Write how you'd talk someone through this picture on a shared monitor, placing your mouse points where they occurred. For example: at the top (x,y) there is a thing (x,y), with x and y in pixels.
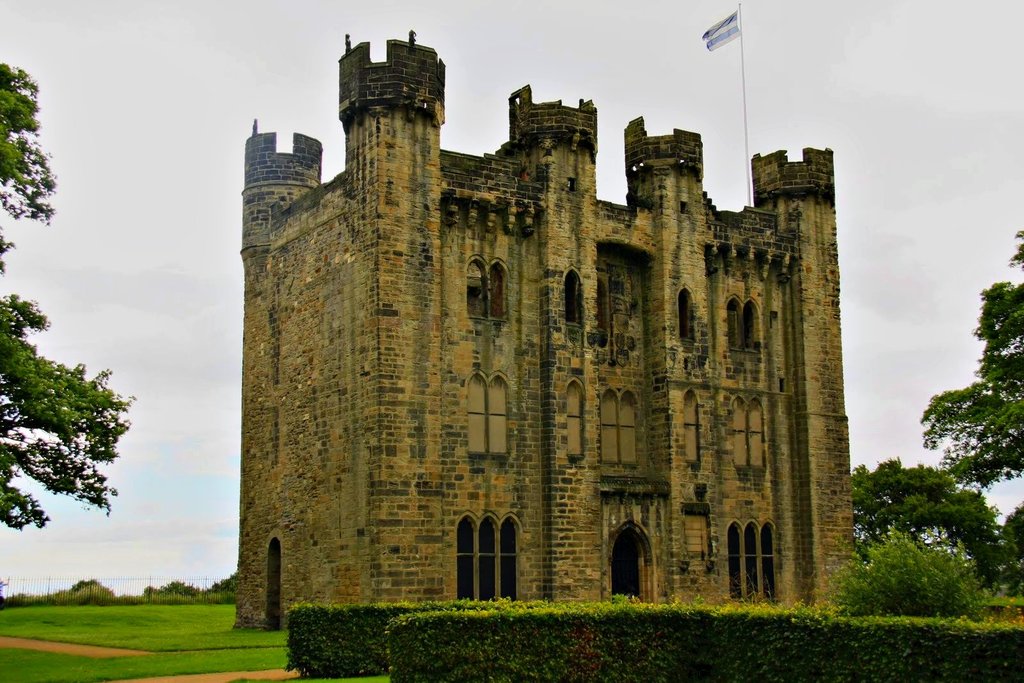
Here we can see a building (557,434), plants (356,644), flag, and trees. This is grass (158,651) and there is a fence (205,602). In the background (199,110) there is sky (769,102).
